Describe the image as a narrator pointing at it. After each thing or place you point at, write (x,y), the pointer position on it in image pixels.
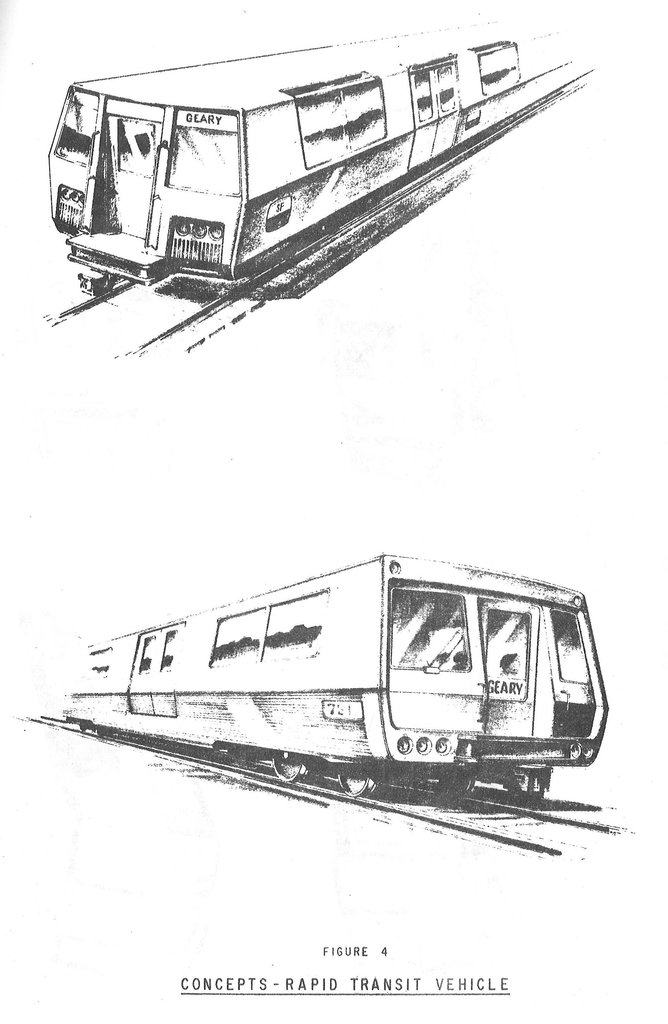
In this image I can see two drawings (405,687) of a train (269,720). At the bottom of the image (252,985) I can see some text (326,976).
